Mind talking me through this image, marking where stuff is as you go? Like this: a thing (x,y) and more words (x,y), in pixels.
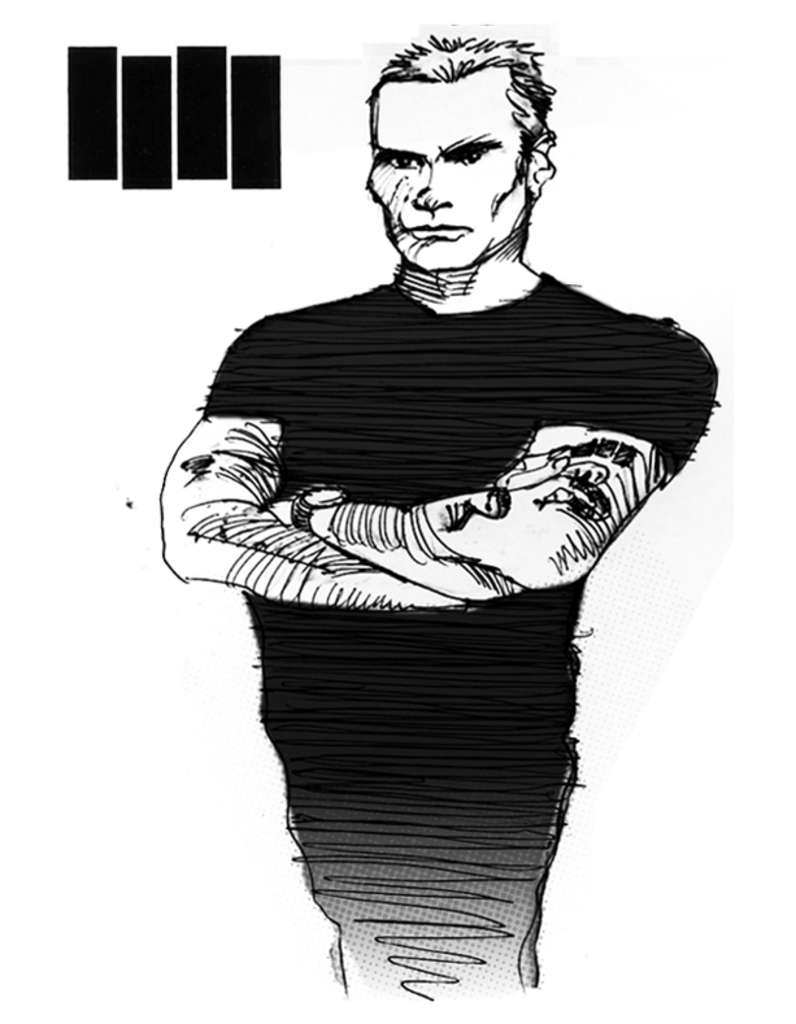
In this image there is a sketch (405,626) of a person (393,767).
